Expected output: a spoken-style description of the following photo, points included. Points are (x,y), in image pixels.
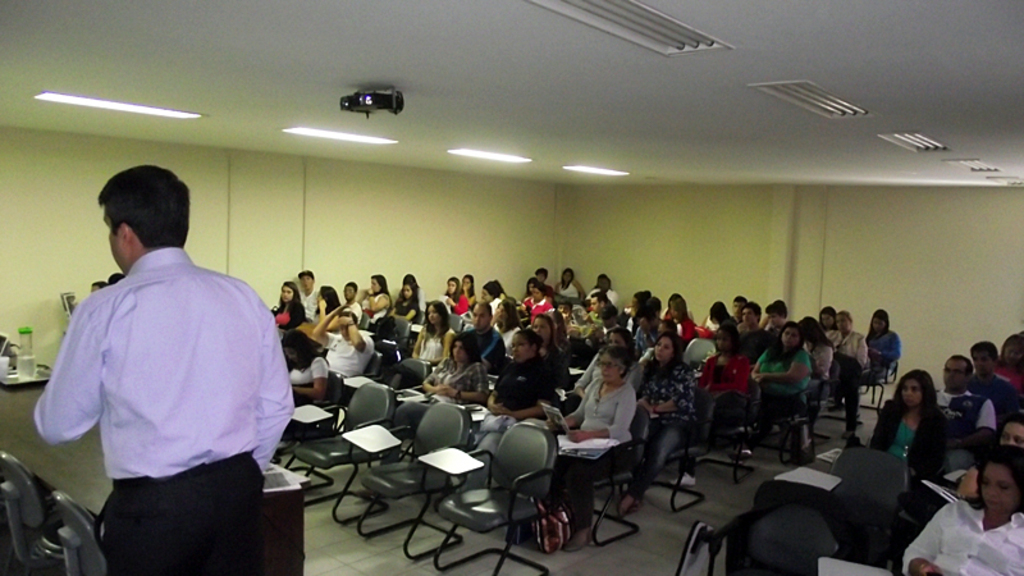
In this picture I can see group of people (587,385) sitting on the chairs (355,421), there is a person (145,571) standing, there are some objects (34,359) on the table (8,401), there are lights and a projector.
